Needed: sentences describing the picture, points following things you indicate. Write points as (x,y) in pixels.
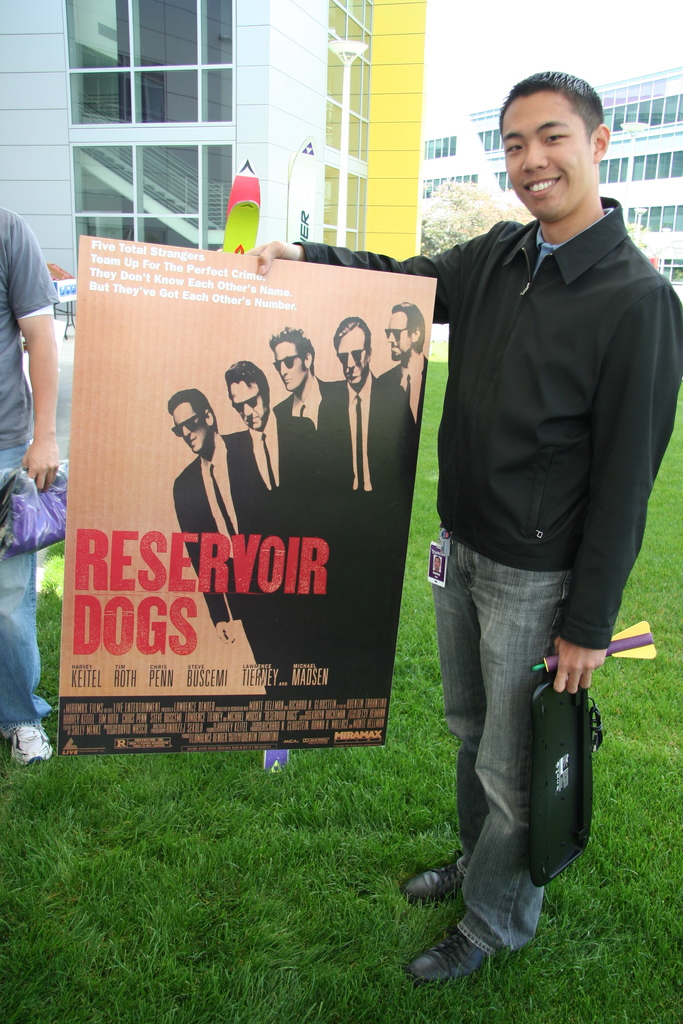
In this image, on the right side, we can see a man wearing black color jacket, he is holding some toys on one hand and a poster (219,315) on other hand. On the left side (38,347), we can also see a man (32,583) standing and he is also holding cover (60,497) in hand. In the background (230,180), we can see a building (357,197), trees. On the top (592,6), we can see a sky (665,65), at the bottom (350,885) there is a grass (308,792).
